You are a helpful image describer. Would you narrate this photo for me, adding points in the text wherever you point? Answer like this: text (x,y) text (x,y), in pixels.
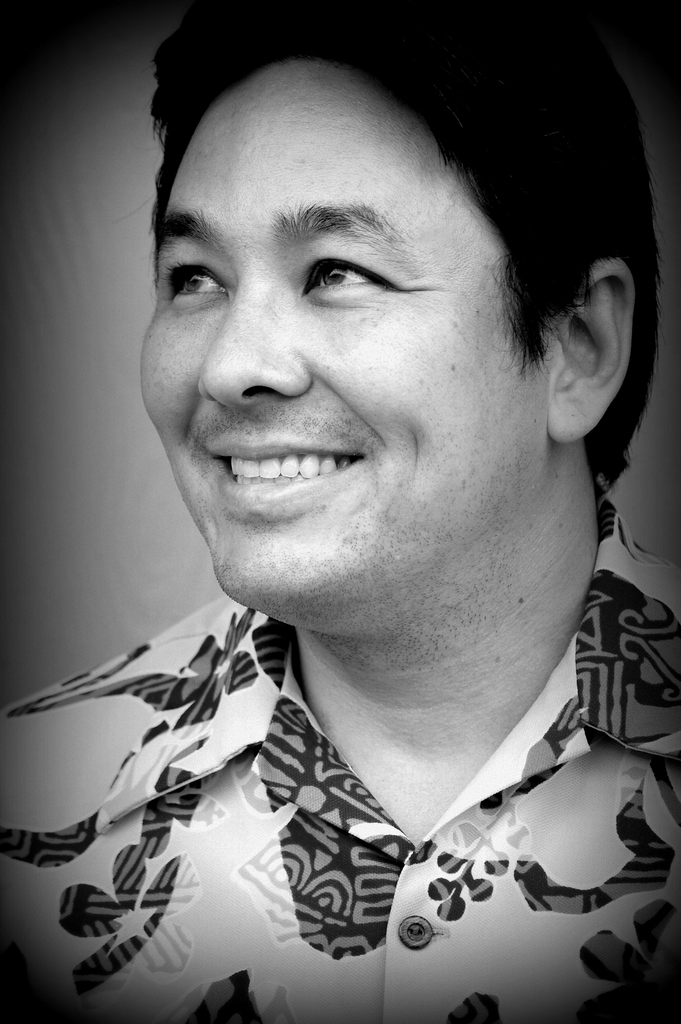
In this image, we can see a man (171,121) and he is smiling.
